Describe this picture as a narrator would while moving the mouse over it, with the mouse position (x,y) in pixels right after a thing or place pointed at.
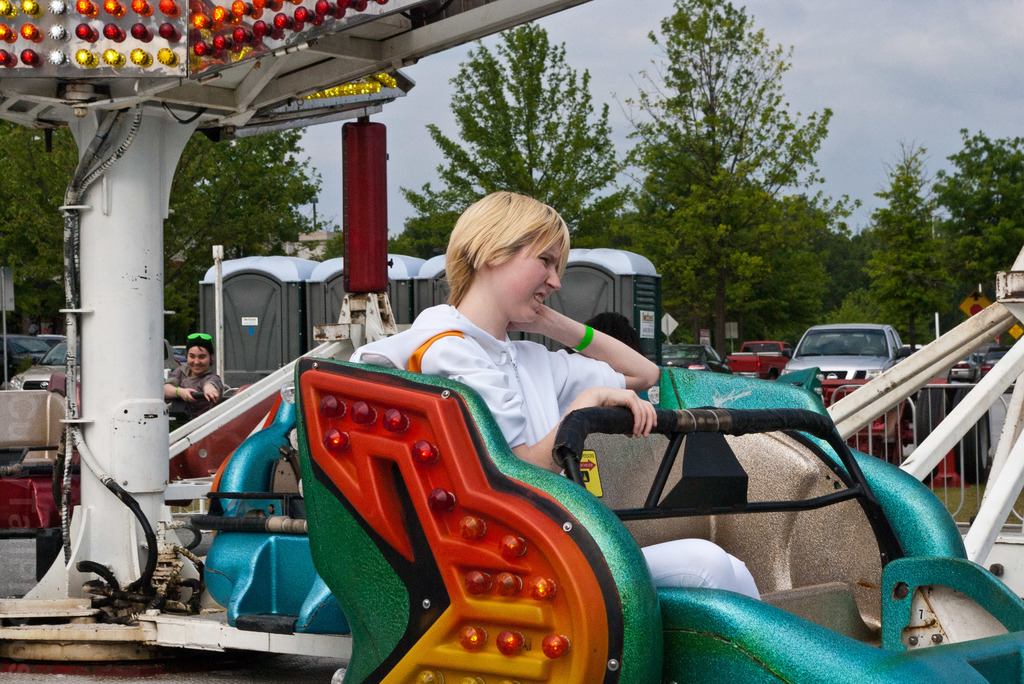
In this image I can see a woman (525,295) sitting in a cart like device (661,629) with some lights (516,645) Behind her I can see a pole (78,188) with metal construction (157,133) with some lights (173,27) and wires (100,589). Behind the pole (148,439) I can see a person (199,365) sitting and watching. I can see some cars (815,359), metal grills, some compartments (283,271) in the center of the image (575,286). This seems to be an amusement park (793,399). Behind the cars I can see trees (744,317) and some sign boards (706,334).
